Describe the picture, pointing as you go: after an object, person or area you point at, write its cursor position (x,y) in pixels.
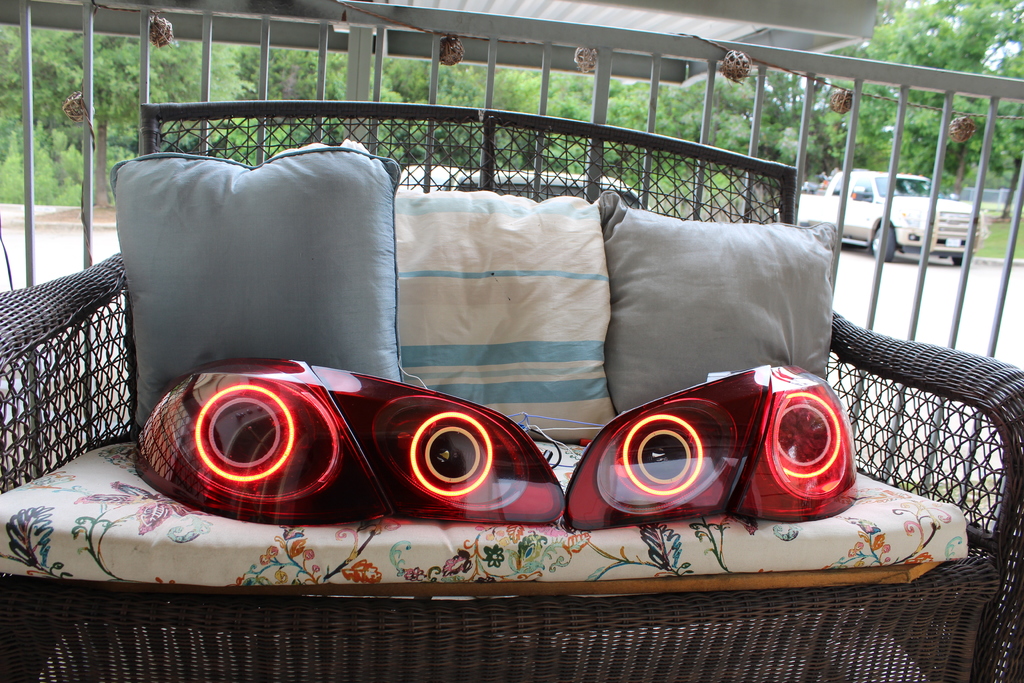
In the image I can see pillows (617,327) and other objects (276,438) on a sofa (653,597). In the background (777,142) I can see vehicles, trees (637,104), the grass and some other objects (962,196).
